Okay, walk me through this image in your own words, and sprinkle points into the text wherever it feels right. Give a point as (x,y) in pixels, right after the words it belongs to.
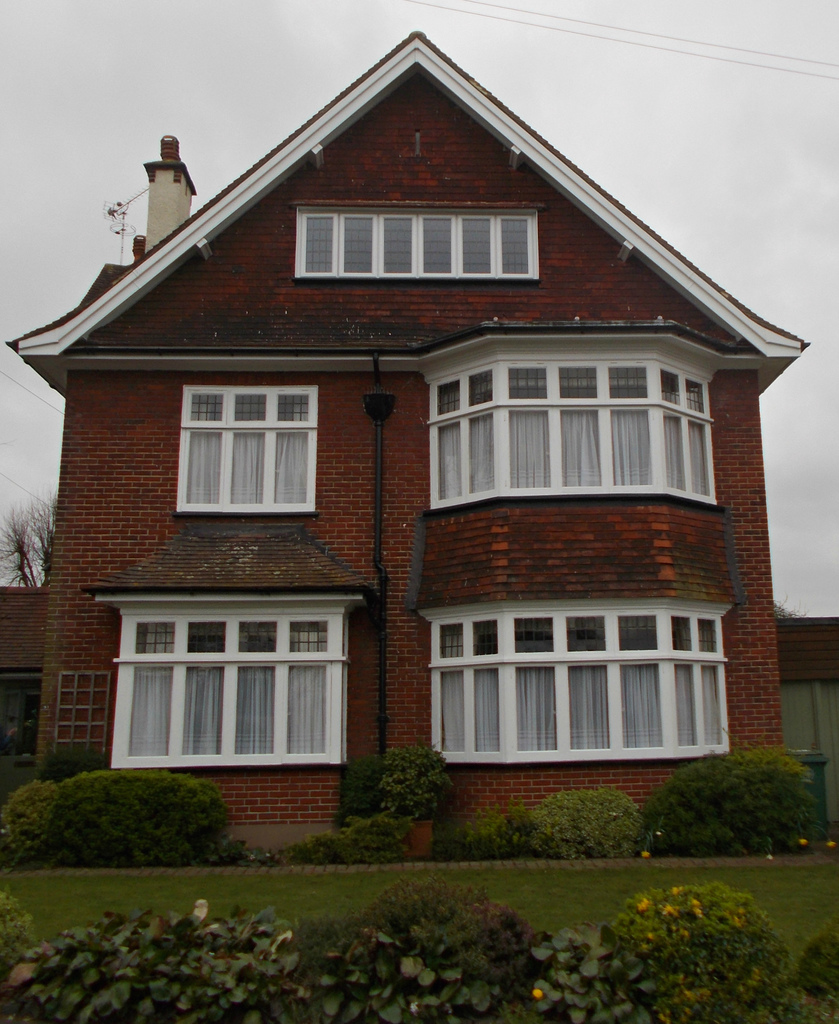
In this image I can see a building (590,349), glass windows (576,376), trees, wires (726,60) and small plants (358,859). The sky (129,156) is in white color.
